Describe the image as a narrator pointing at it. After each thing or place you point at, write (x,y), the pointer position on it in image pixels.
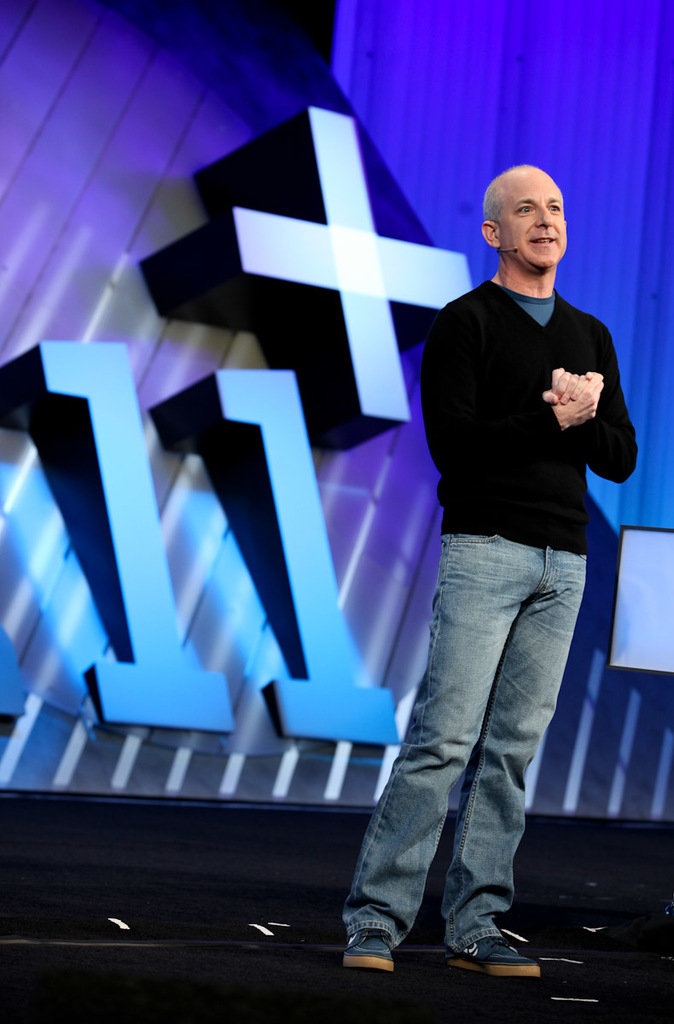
In this image there is a man (443,813) standing on the floor (242,969). Behind the man (550,463) there is a screen (433,126). There are numbers (288,383) displayed on the screen (290,234).
